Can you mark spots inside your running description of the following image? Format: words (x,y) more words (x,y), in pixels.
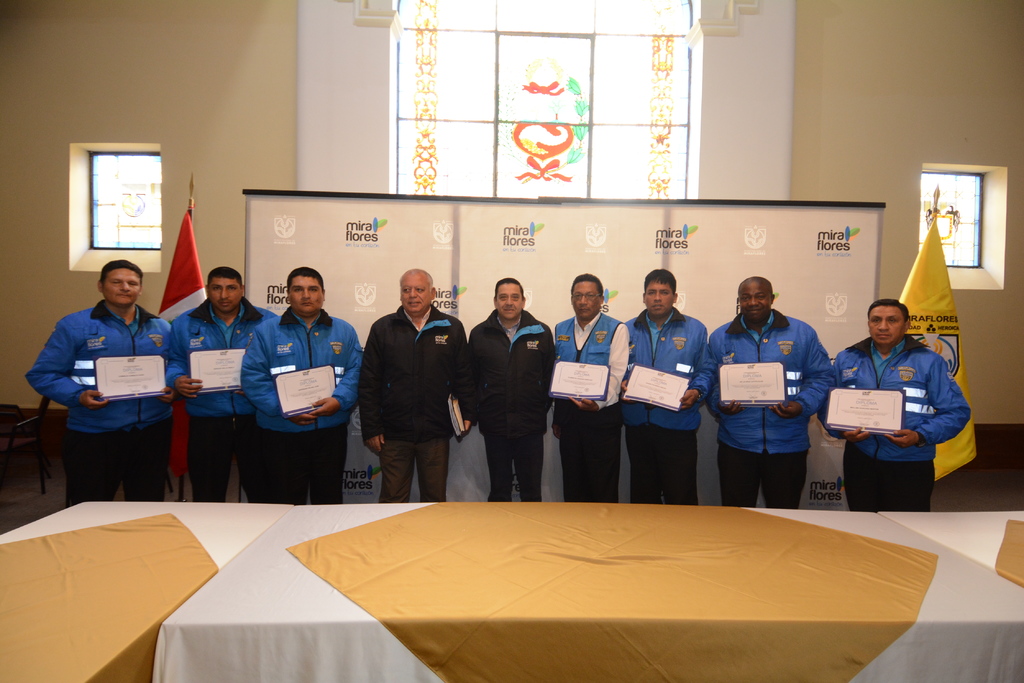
In this image, we can see a group of people (410,435) are standing. Few people (761,412) are holding some objects (773,395). At the bottom of the image (809,561), we can see tables (268,601) covered with clothes (243,666). In the background (368,329), we can see banner (787,301), flags (915,300), wall (826,165), chair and glass objects (544,166).
